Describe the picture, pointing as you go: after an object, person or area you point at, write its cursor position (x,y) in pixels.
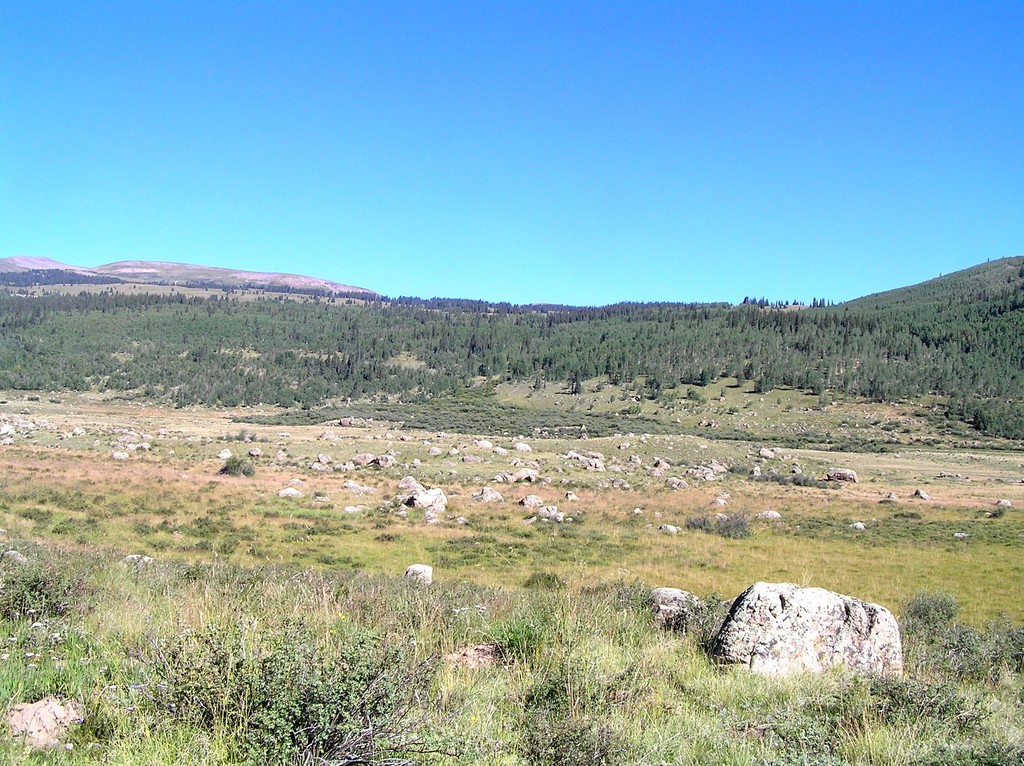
In this image we can see rocks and plants (283,600) on the ground (329,616). In the background (305,350) there are trees (694,349) and sky (486,141).
